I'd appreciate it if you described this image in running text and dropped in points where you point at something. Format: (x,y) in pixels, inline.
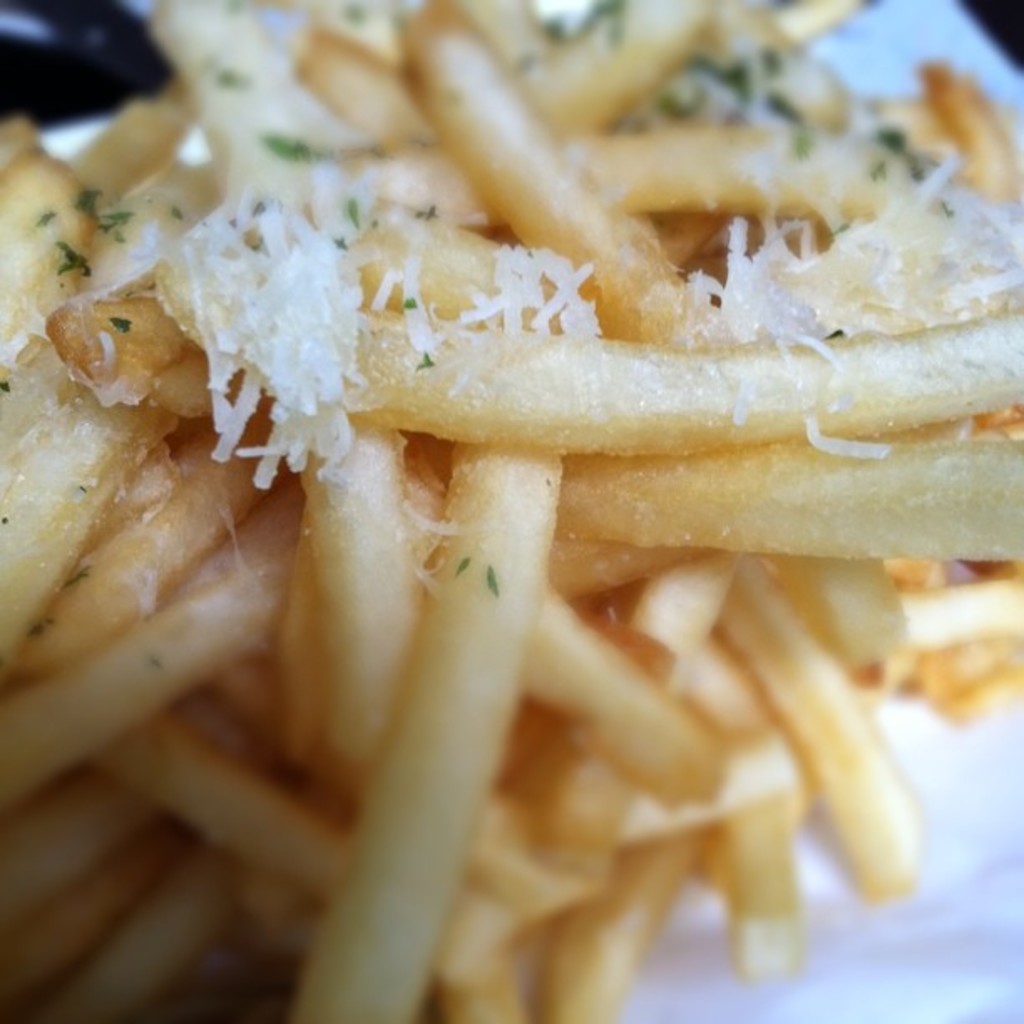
In this image there are so many french fries (506,541) garnished with cheese (881,191).
